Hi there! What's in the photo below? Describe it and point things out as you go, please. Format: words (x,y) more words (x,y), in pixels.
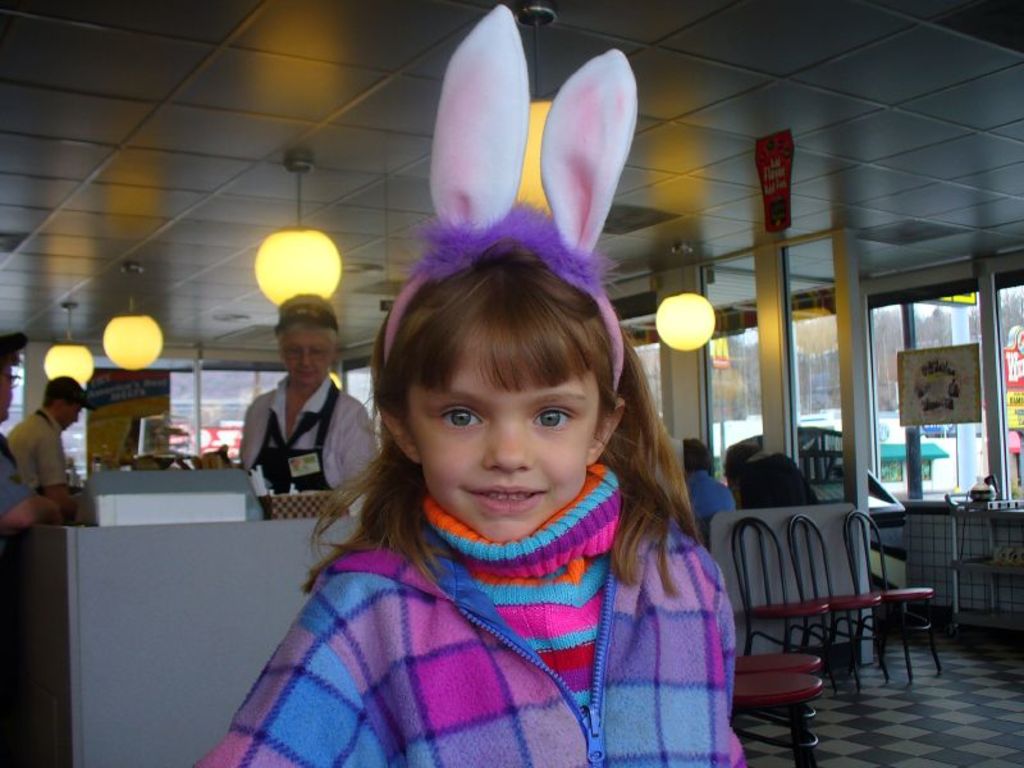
On top there are lights (150,345). This persons (324,488) are standing. This kid (504,513) wore jacket (404,699) is standing. Far there are chairs (738,661).
